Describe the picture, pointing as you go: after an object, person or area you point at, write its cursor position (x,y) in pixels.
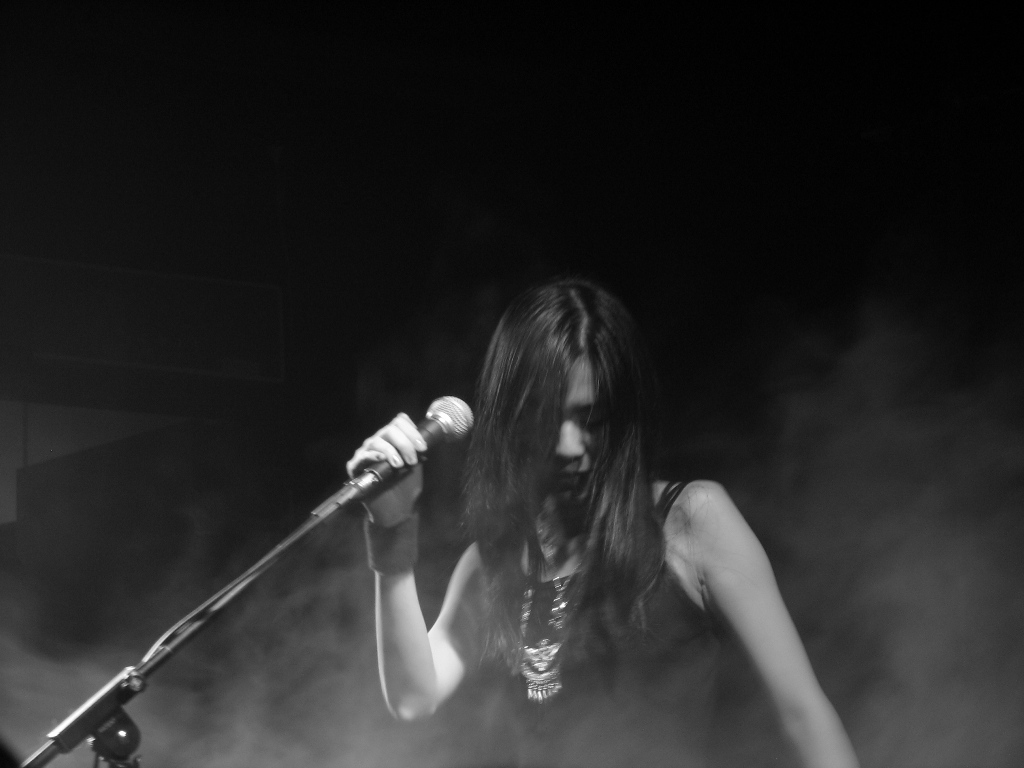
In this image there is a woman (514,380) standing and holding a microphone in her hand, and there is a dark back ground (1005,187).
